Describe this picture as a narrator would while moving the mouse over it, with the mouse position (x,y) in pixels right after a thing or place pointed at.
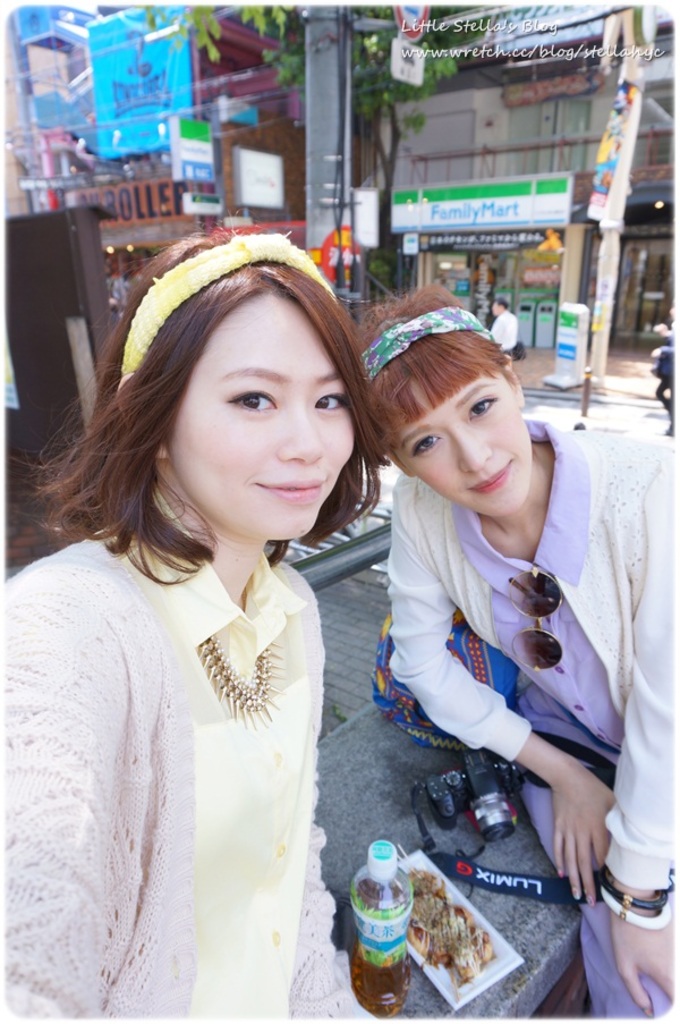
In the image we can see there are women (306,770) sitting on the bench (343,942) and there are food items (435,927) kept in the plate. There is juice (381,989) in the bottle (409,890) and there is a camera (510,811) kept on the bench (529,856). Behind there are buildings (397,165) and there are street light poles (23,121). Background of the image (26,135) is little blurred.
